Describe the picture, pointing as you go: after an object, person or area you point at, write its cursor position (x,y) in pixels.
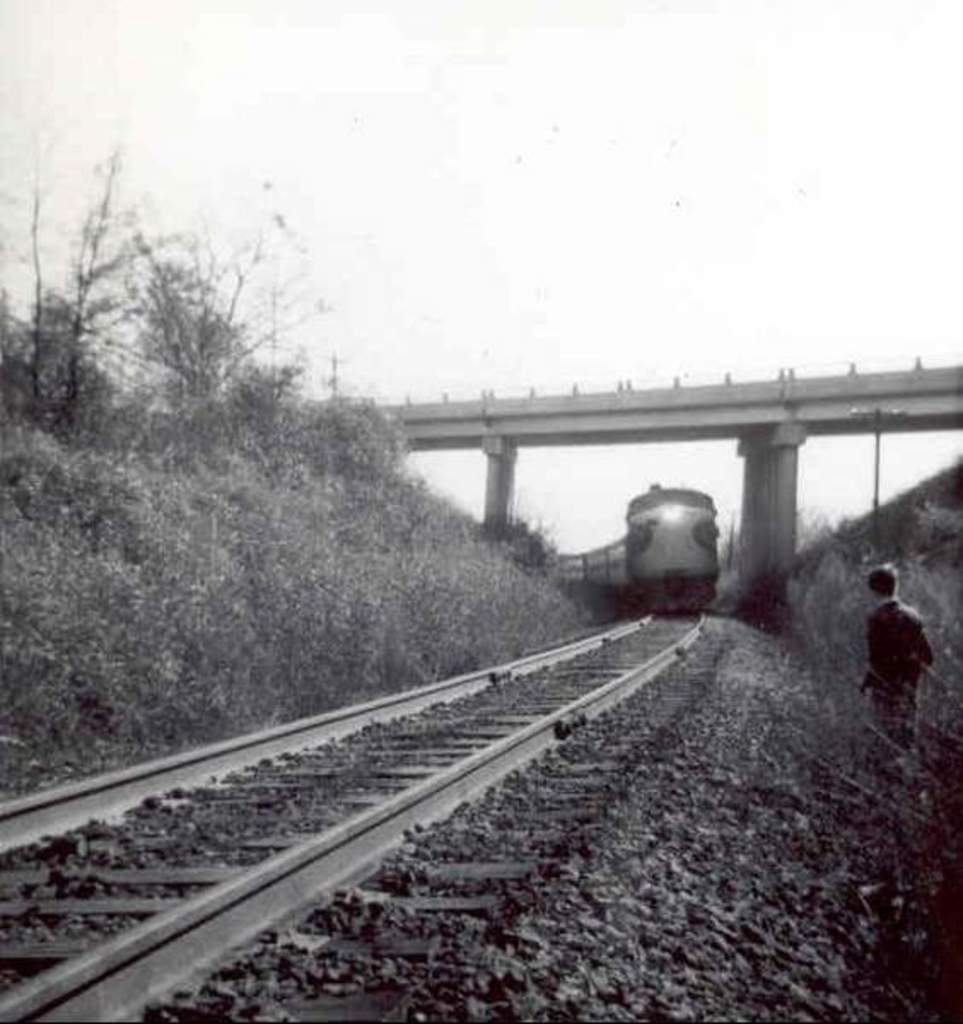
In this picture we can observe a train (647,570) on the railway track (373,777). We can observe some stones (571,881). There are some plants (224,555) on either sides of the track (167,920). In the background (615,437) there is a bridge (735,417) and the sky (592,232). This is a black and white image.
